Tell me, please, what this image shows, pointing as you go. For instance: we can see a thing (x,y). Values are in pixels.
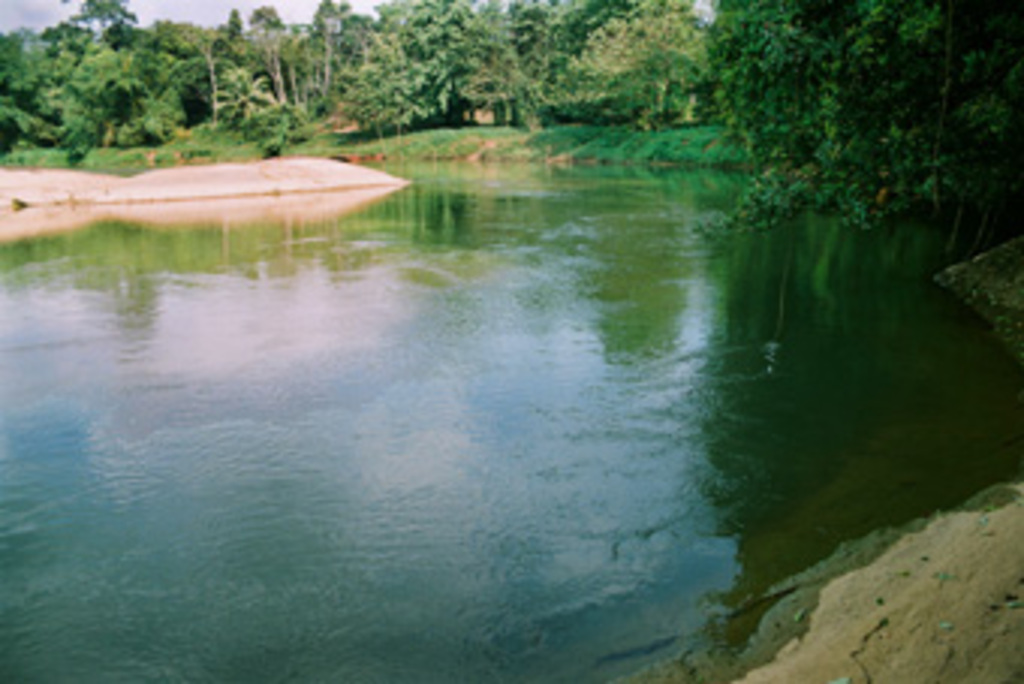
In this picture we can see water (588,443) at the bottom (532,461), in the background (814,100) there are some trees (609,116), we can see grass (601,133) here, there is the sky (67,17) at the left top of the picture (42,14).
